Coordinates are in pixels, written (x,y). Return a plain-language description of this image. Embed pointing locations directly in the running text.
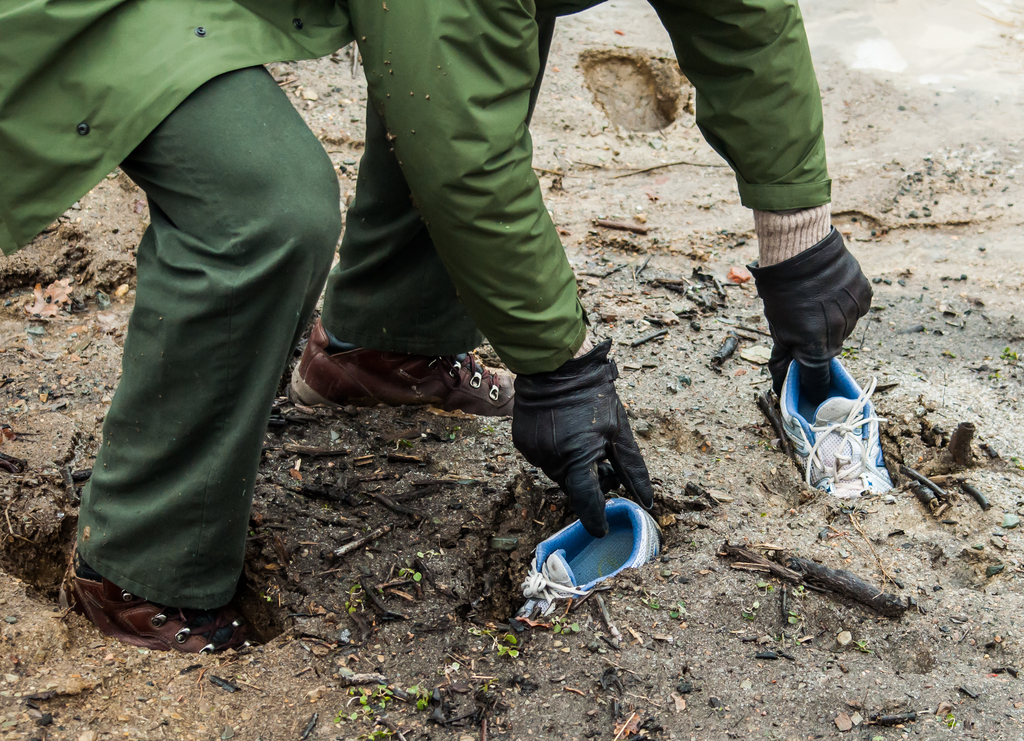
In this image I can see a person (807,245) bending down into the mud (785,476) he is holding shoes (804,412) digging in the mud (740,356).
